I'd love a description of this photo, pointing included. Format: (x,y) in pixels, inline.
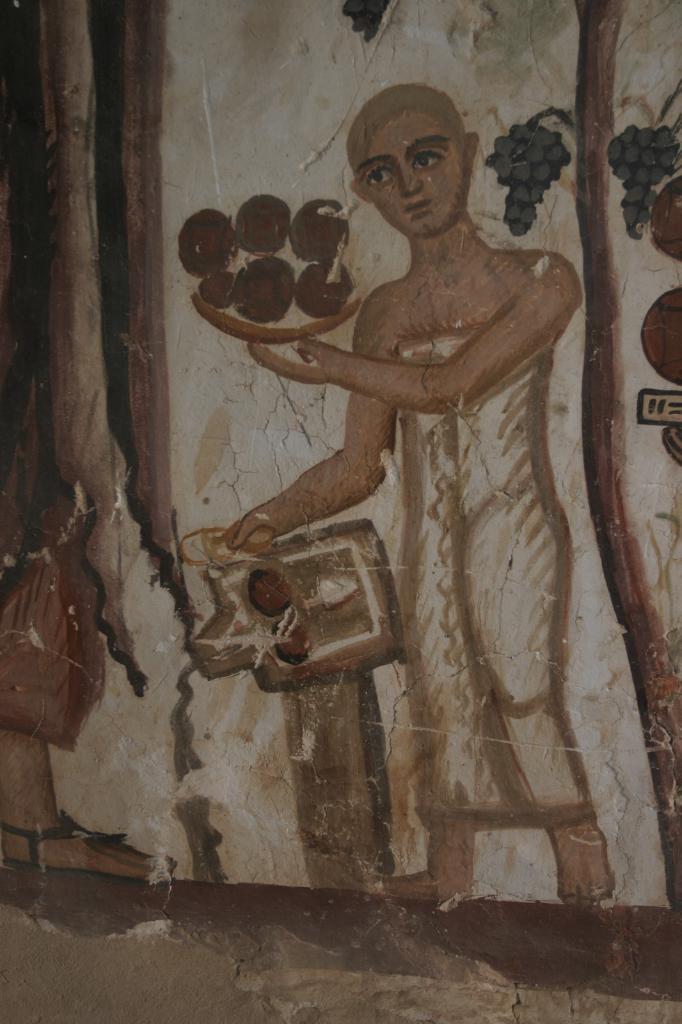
In this image we can see a wall (417,303). On the wall (439,605) we can see a painting (498,681). In the painting (428,225) we can see a person (428,268) holding objects (305,334). Beside the person (324,357) we can see fruits (516,184) and a tree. On the left side (52,718), we can see a person (94,625).
